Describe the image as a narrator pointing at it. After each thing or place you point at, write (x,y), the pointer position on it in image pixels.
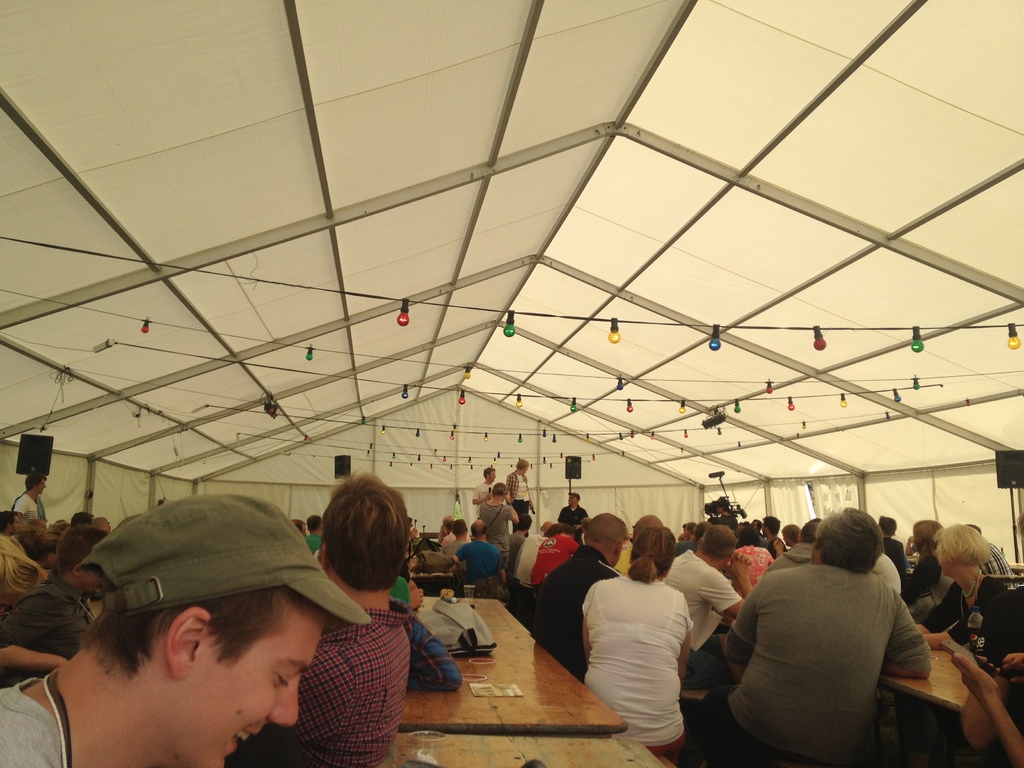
In the image there are many people (641,674) sitting on either sides of table (496,704) staring in the front (522,493), there are few persons (520,492) standing on stage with speakers (570,471) on either side of them, this is inside a tent (776,125) with bulbs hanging on the top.
